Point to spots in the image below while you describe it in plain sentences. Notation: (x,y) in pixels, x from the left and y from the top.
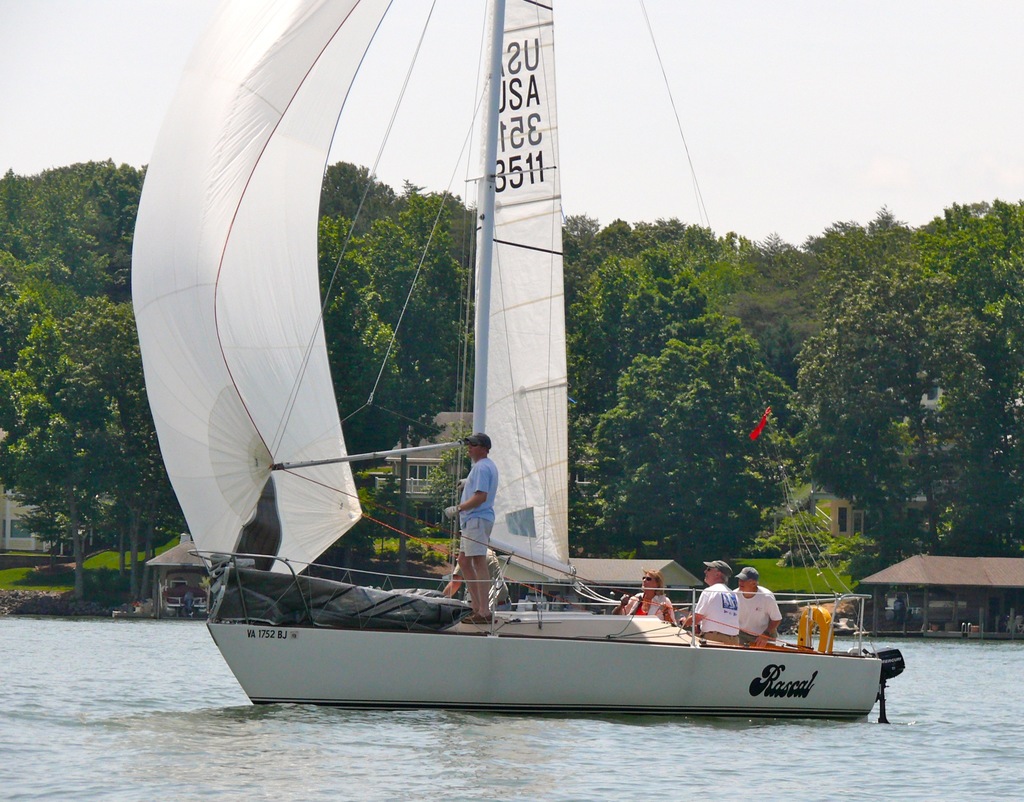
In this image we can see people (481,577) on the boat (594,625). Here we can see water (179,703), houses (593,569), grass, plants (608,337), and trees (646,456). In the background (580,192) there is sky (1020,90).
